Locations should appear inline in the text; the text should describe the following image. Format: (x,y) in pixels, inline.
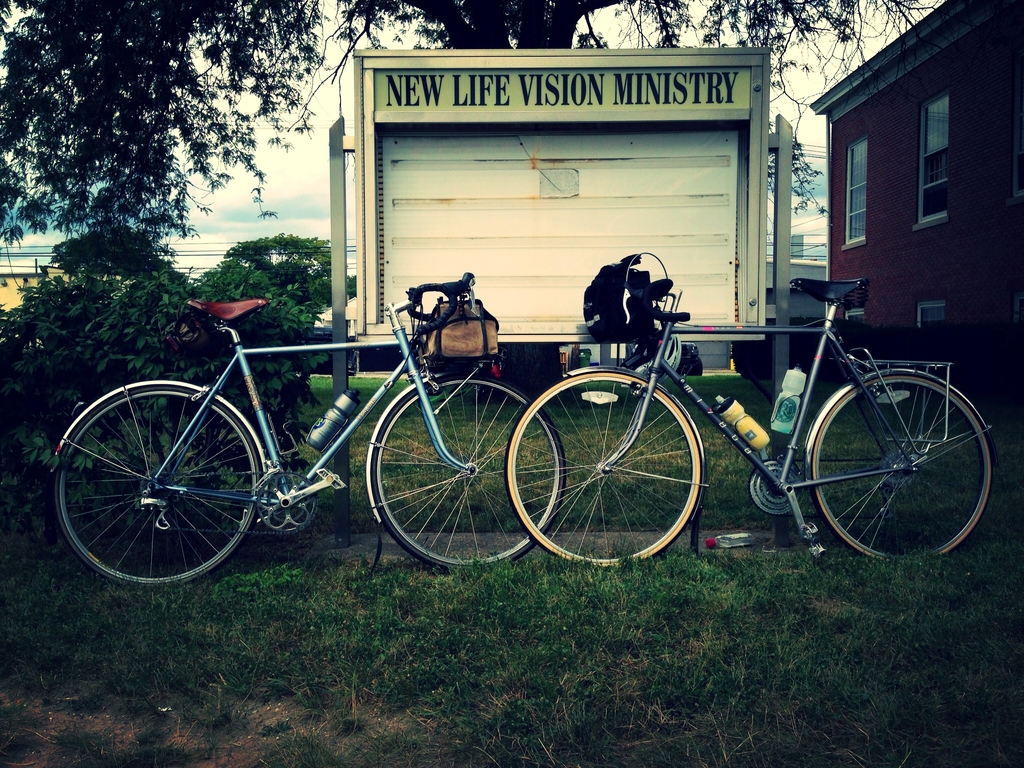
In this image there are two cycles (505,442) which are parked on the ground (690,681). On the right side (906,142) there is a building (943,177). At the top (602,35) there are trees (271,32). In the middle (545,274) there is a board (530,138). At the bottom (431,683) there is grass (445,615).
